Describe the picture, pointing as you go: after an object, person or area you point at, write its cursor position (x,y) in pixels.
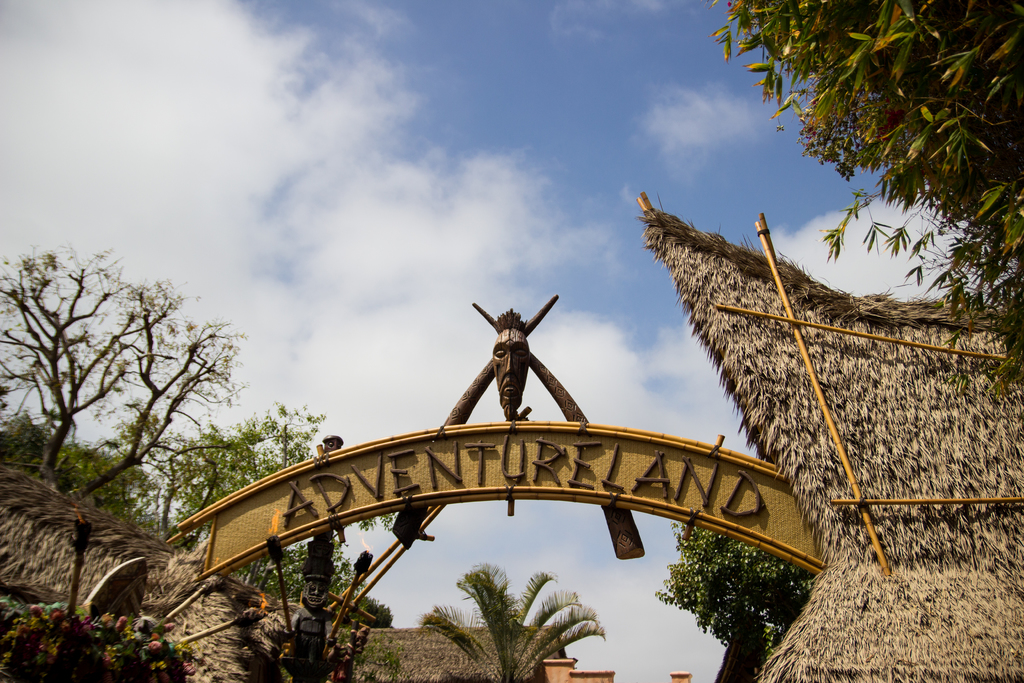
In this picture we can see an arch (477,500) in the front (495,497), on the right side (902,155) and left side (189,469) there are trees (147,431), there is a shed (468,682) in the background (463,666), we can see flowers (81,652) and leaves (128,653) at the left bottom (82,639), there is the sky (488,86) at the top of the picture (475,75).
